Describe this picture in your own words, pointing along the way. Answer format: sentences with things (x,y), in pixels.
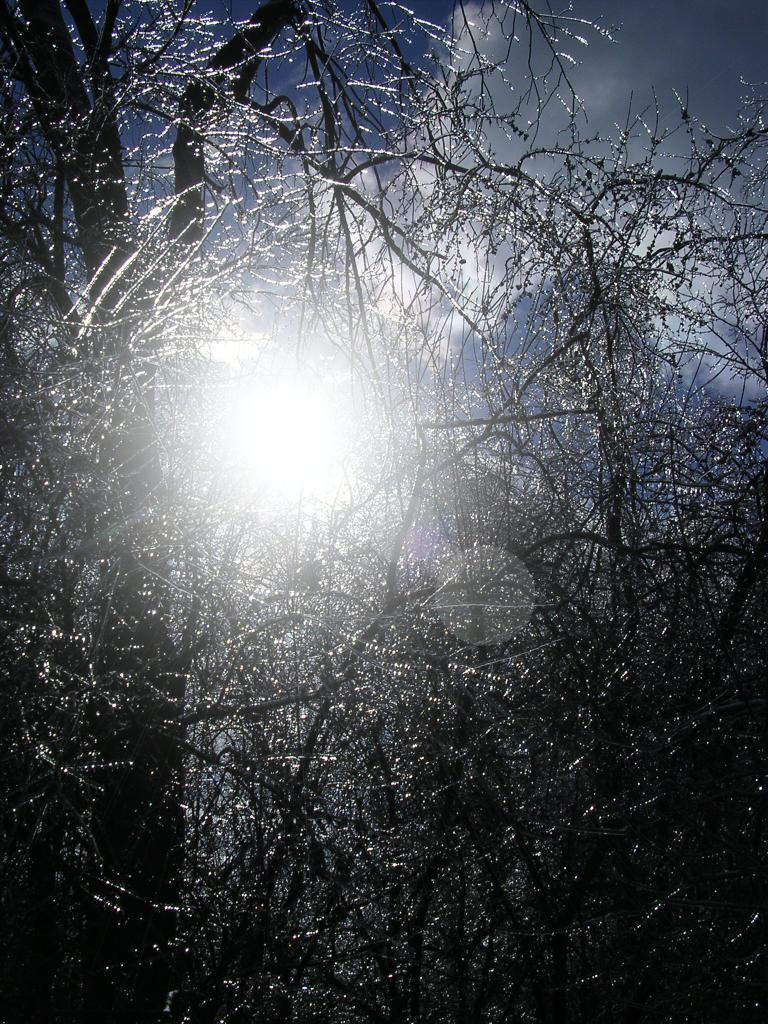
There are branches (98,453) presenting in this picture.
